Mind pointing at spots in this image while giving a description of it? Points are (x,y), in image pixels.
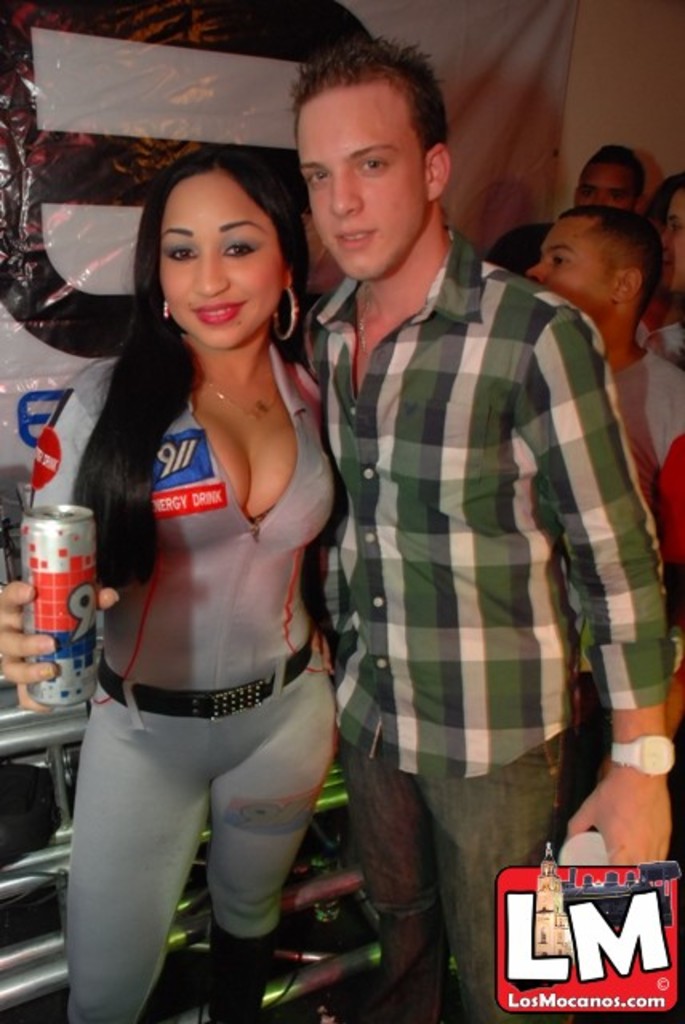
In this image we can see a woman (153,490) holding the energy drink tin (87,600) and standing and also smiling. We can also see a man (498,730) holding an object (573,850) and standing. In the background (581,191) we can see a few people (668,261). We can also see the banner (75,112), wall (608,114), railing (26,726) and in the bottom right corner (517,916) we can see the logo (622,938).
